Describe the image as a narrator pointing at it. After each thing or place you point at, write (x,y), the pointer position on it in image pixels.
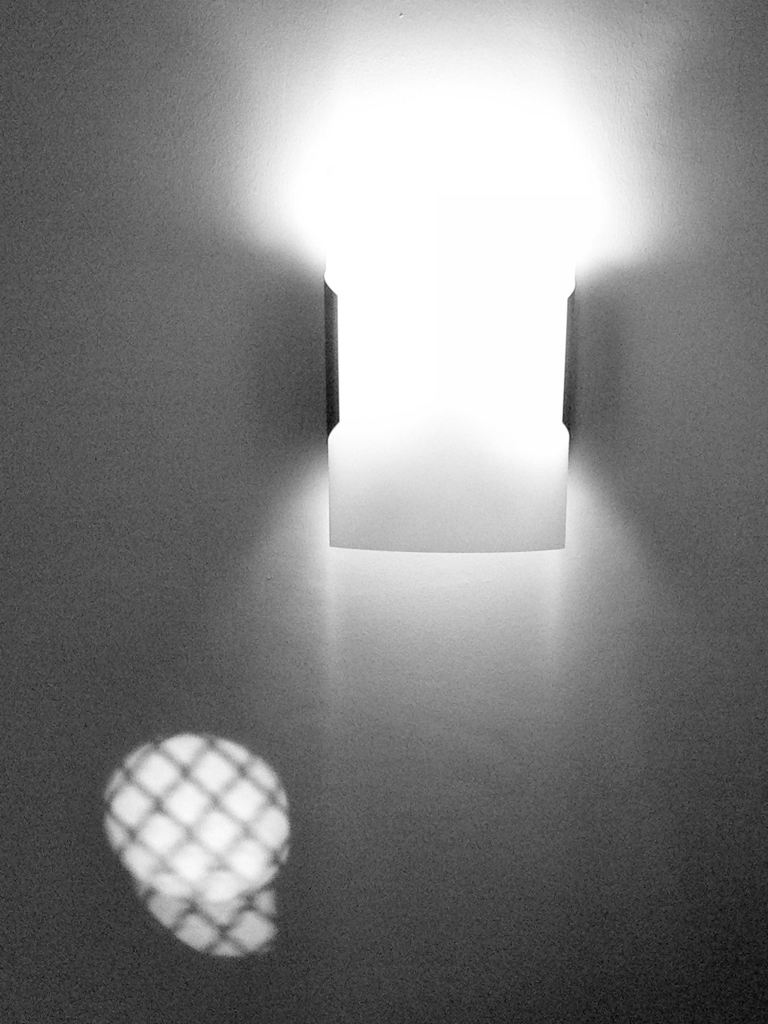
In this picture we can see the light (529,216) and the wall (279,492).
